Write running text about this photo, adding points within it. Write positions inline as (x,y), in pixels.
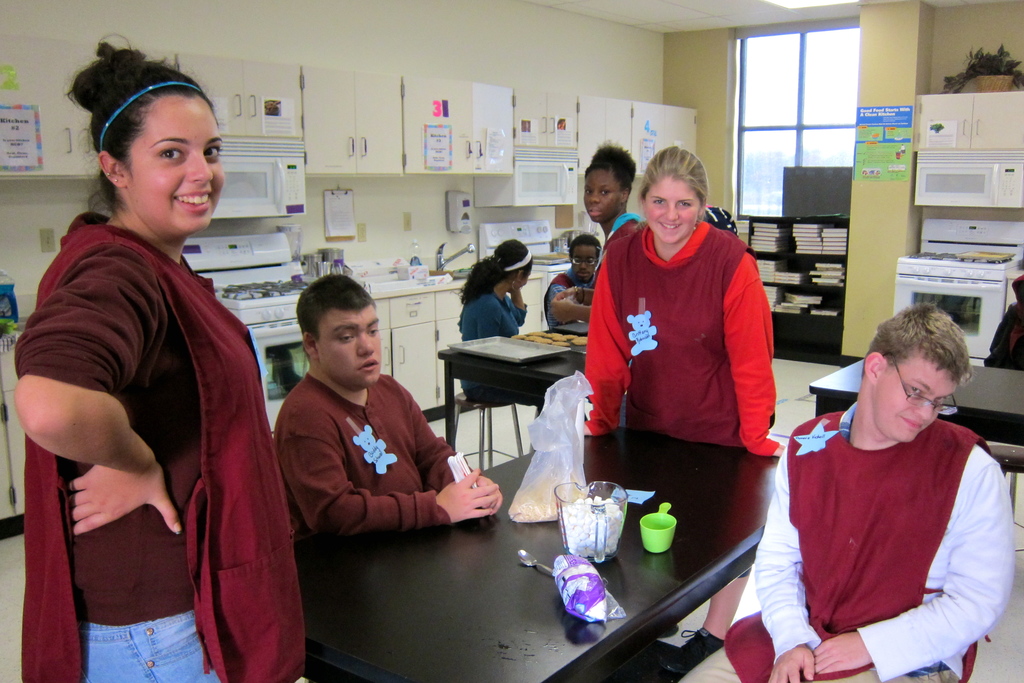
In this image I can see the group of people (351,401) are in-front of the table (630,519). On the table (599,453) there are some of the objects (572,396). In the back (809,333) there is a countertop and the books (771,296) inside the cupboard (799,273).
